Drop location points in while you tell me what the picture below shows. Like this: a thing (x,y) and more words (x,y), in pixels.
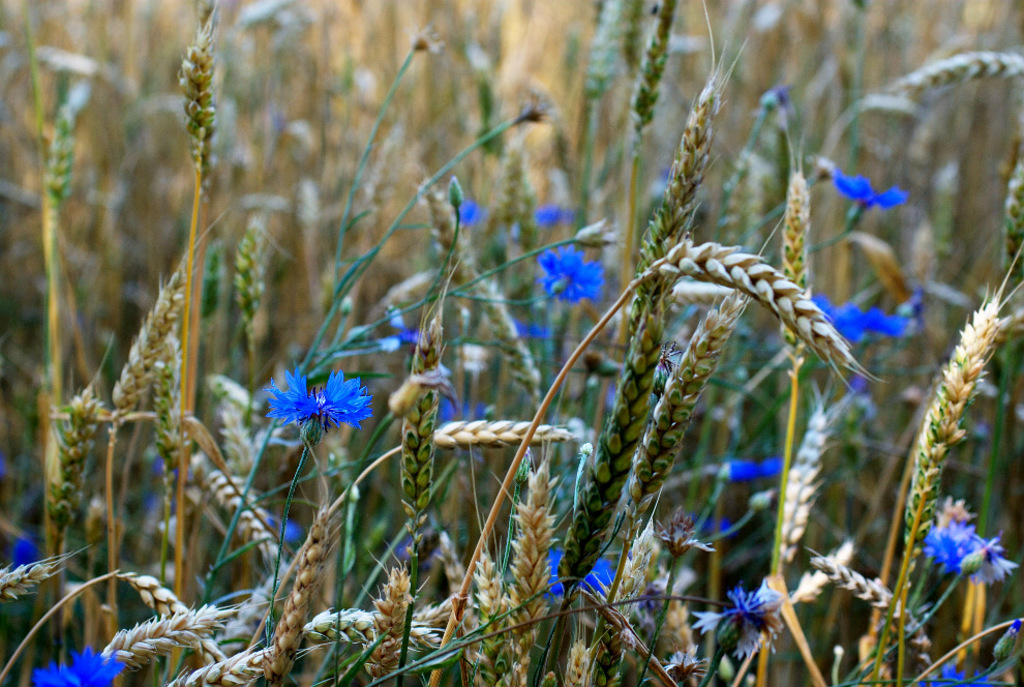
In this image we can see grass (869,514) with flowers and grains (641,437). In the background (573,109) it is blur.
